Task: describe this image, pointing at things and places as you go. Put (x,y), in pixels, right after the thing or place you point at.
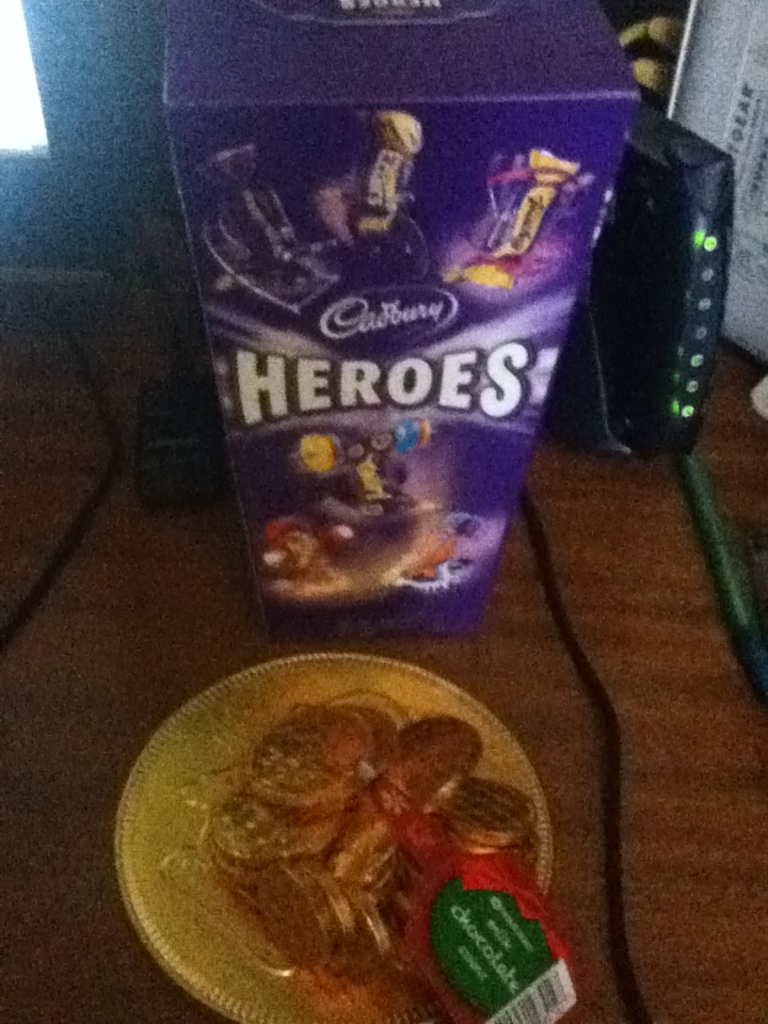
In this image there is a box (343,499) in the center (369,476) with some text (404,366) written on it. In front of the box (339,581) there is an object (279,798) which is Golden in colour and there are wires (51,568) on the table (623,621). On the right side (623,351) there is adapter (686,311) and there is a white colour object (739,99).
